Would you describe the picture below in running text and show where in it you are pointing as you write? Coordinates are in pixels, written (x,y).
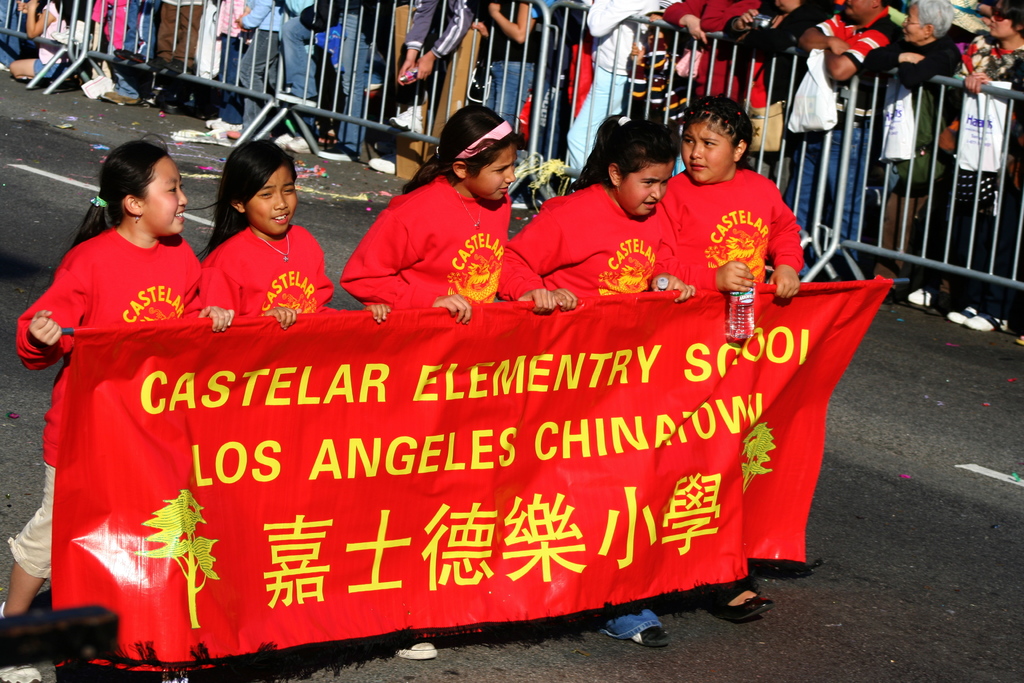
In this image there are few people (353,284) walking and they are holding a banner (444,423) with some text (258,479) on it. In the background (778,166) there is a railing (270,105), behind the railing (672,112) there are few spectators (677,14).
